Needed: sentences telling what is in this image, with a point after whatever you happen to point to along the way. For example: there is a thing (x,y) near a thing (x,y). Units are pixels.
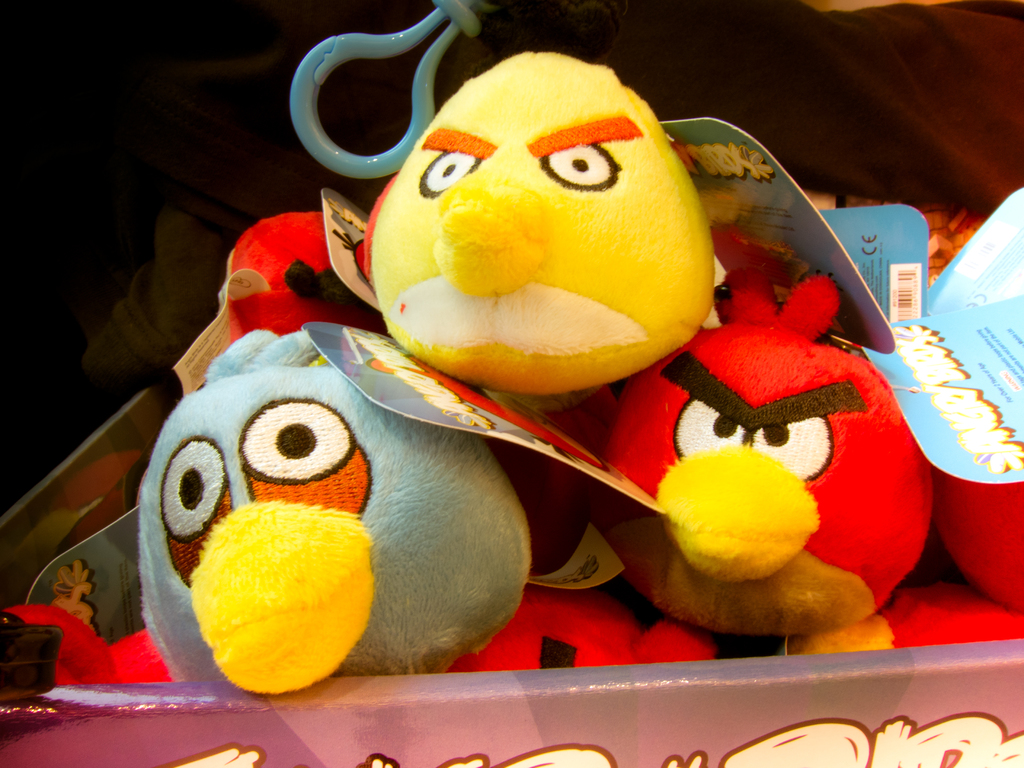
In the image we can see the toys (468,362) and here we can see the tag (897,363), and the background (25,98) is dark.
